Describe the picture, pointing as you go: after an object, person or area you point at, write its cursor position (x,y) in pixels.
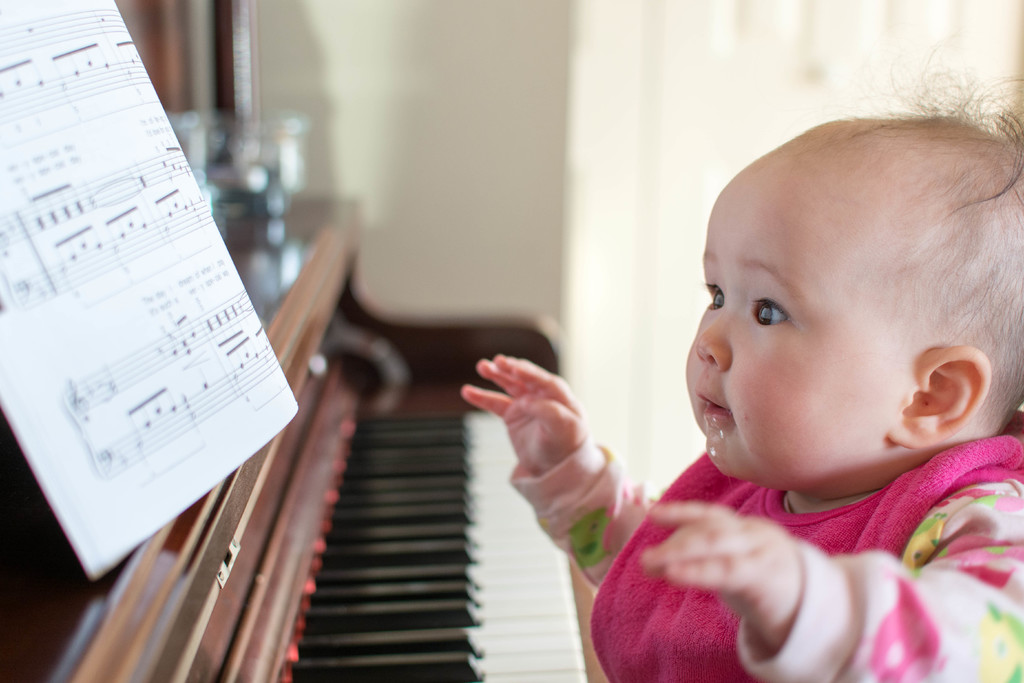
In this image, There is a kid (933,509) and there is a piano (245,602) which is in brown color, In the left side (147,440) there is a paper (65,279) in white color, In the background (793,103) there is a curtain (731,120) and wall (410,98) which is in white color.
